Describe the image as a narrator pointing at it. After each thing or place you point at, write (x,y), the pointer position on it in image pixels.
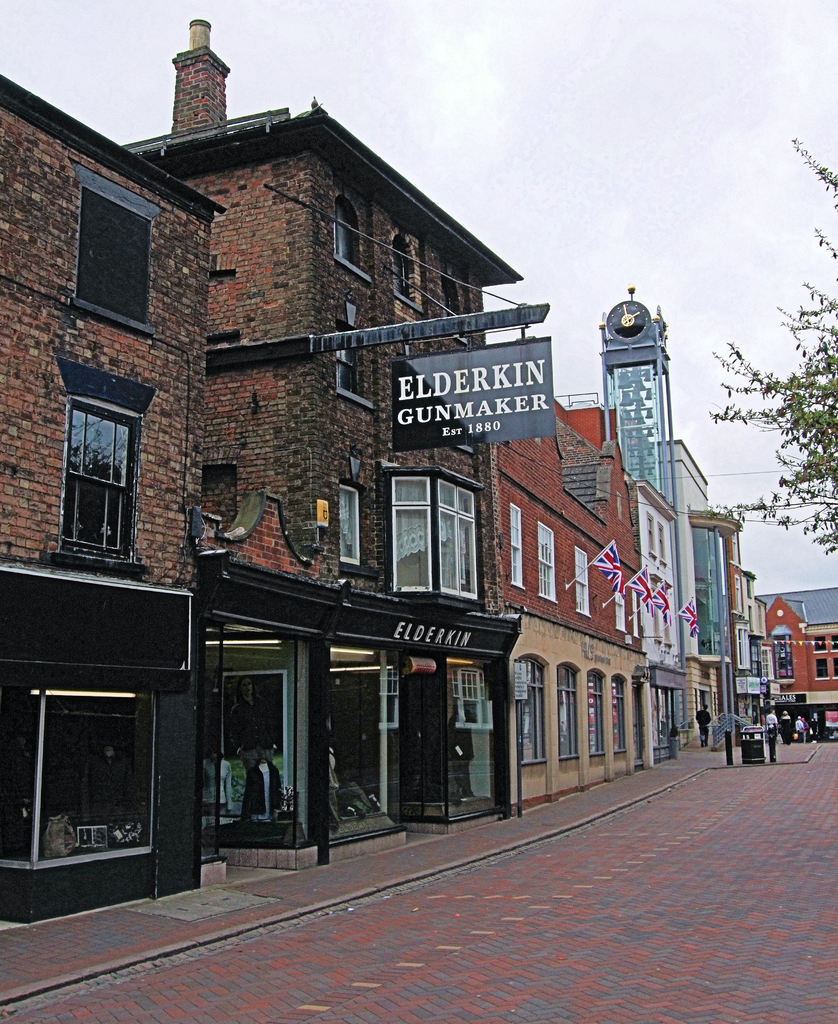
This picture shows few buildings (802,664) and we see a name board (415,361) hanging to the pole (326,336) of the building (372,357) and we see few flags (648,613) and few people (789,718) standing and a tree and we see a cloudy Sky (520,121).
